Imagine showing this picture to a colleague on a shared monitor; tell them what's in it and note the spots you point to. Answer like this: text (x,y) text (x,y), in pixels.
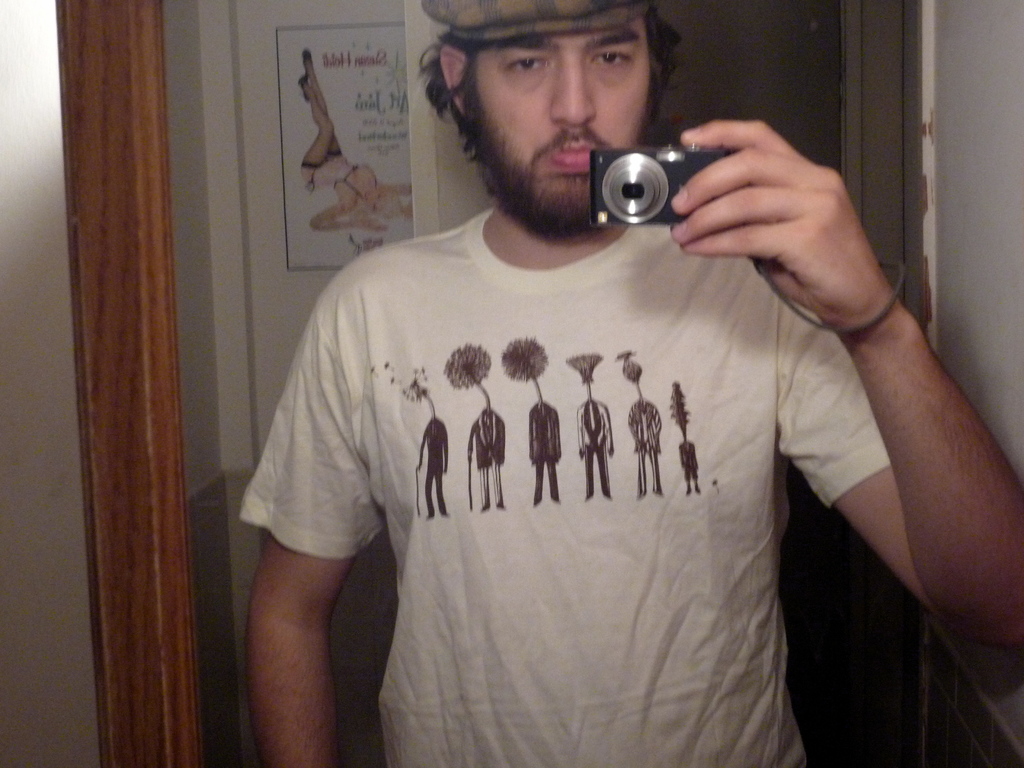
This man (701,643) is standing and holds a camera (661,200). He wore cap (626,6) and white t-shirt (673,546). On wall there is a poster (369,121). Door frame (119,73) is in orange color.
